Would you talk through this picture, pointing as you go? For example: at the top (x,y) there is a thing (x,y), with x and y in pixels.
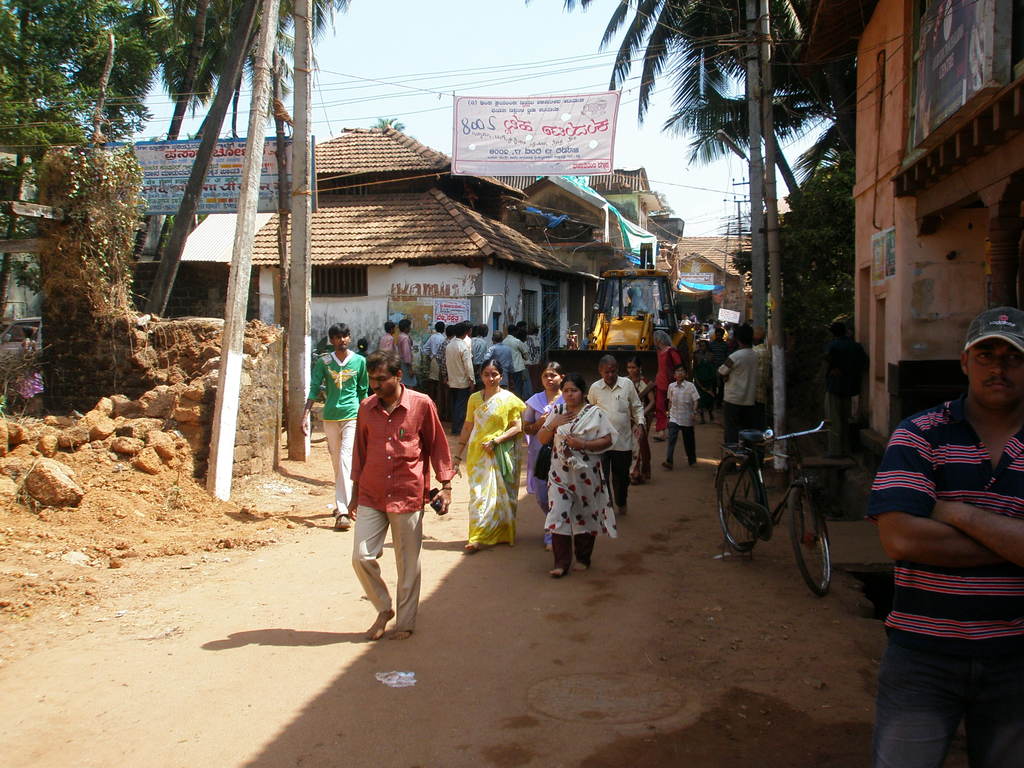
In this picture there are buildings (886,212) and trees (831,282) and there are poles (749,97) and there is a vehicle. In the foreground (385,509) there are group of people (415,468) walking and there is a bicycle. At the top (453,29) there is sky (453,29) and there are wires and there is a banner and there is text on the banner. At the bottom (493,657) there is a road (432,728).
